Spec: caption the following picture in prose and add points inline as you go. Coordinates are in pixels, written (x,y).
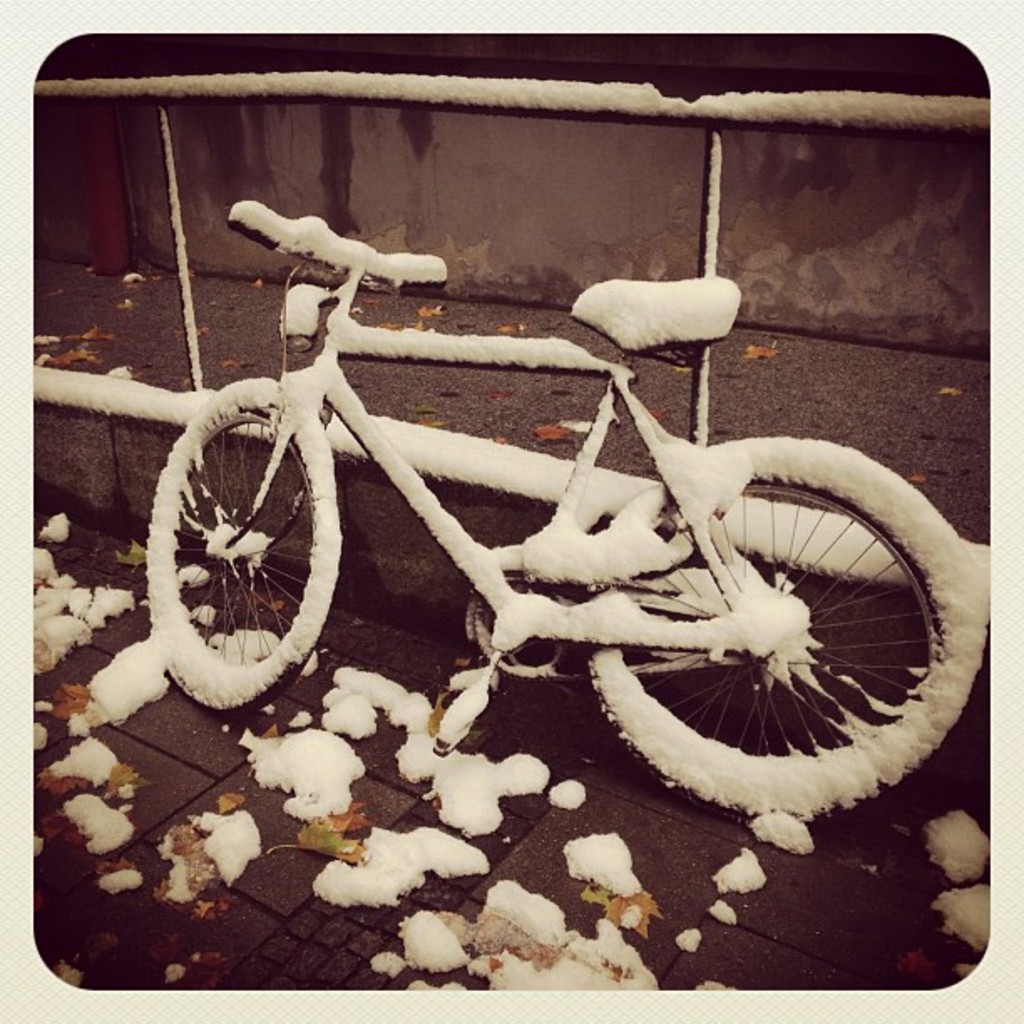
In this image I can see a bicycle (172,607) covered with snow (171,586). Background (461,177) the wall (499,202) is in brown and black color.
